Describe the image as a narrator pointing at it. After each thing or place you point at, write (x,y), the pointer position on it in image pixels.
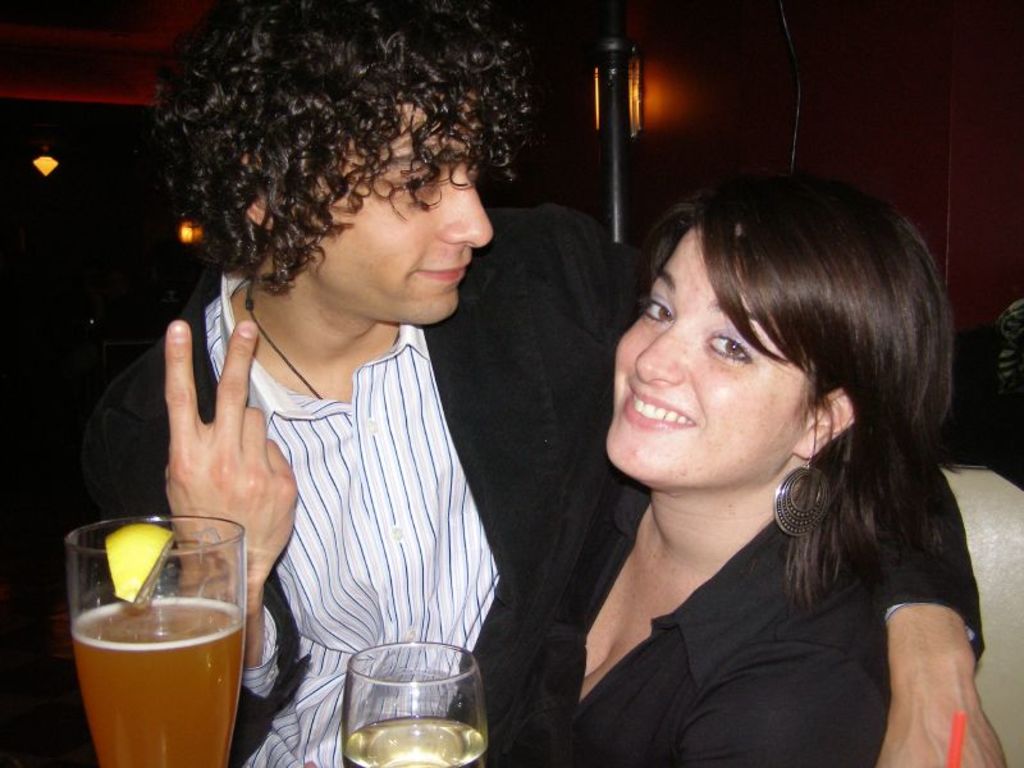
In this image I can see two persons (424,501), the person (792,535) at right (781,653) is wearing black color shirt (782,651) and the person (379,484) at left (309,468) is wearing black and white color shirt (321,446). In front (405,721) I can see two glasses (93,654), background I can see few lights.
